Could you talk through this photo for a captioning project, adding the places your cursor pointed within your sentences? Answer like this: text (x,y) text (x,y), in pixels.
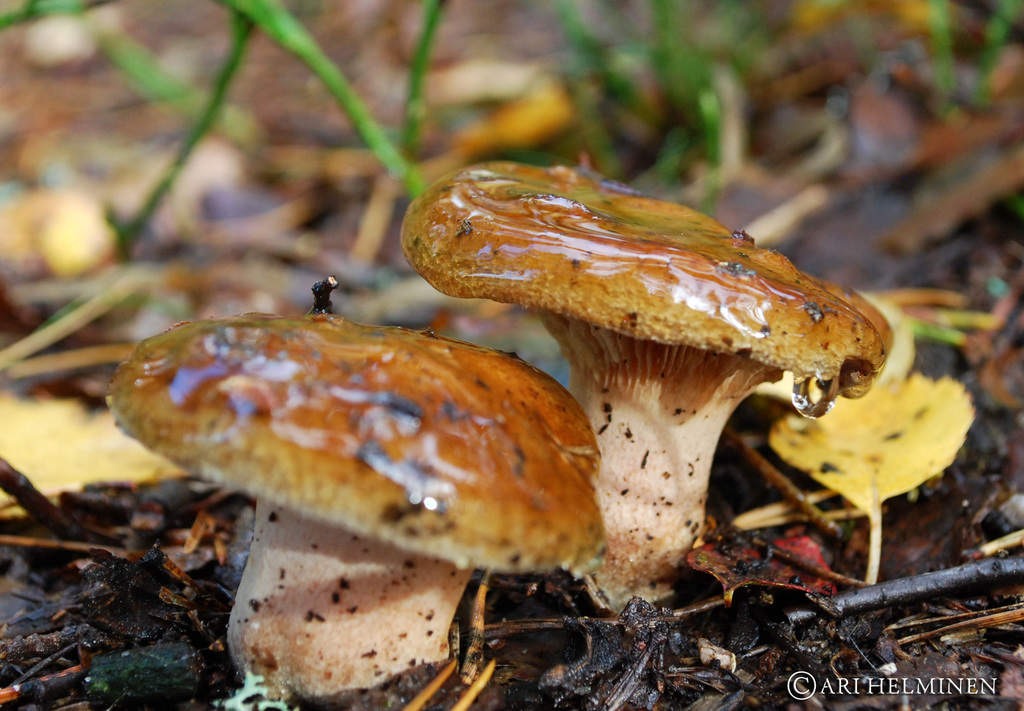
In the center of the image (530,365) there are mushrooms (306,626) on the ground (552,658).
